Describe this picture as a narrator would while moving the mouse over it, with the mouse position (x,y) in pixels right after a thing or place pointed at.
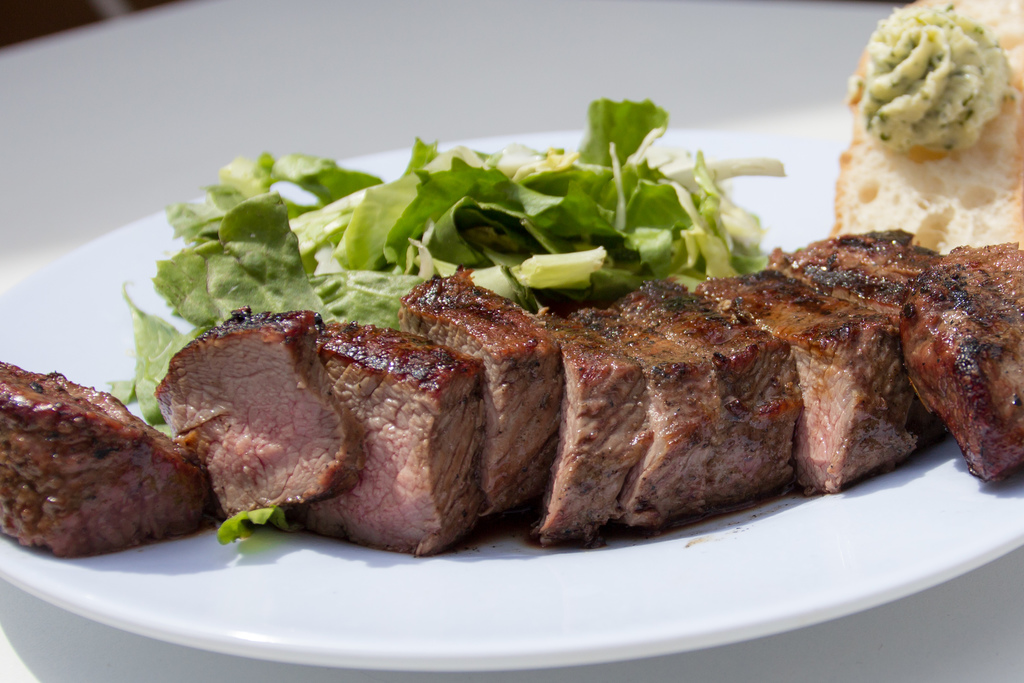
In this image we can see some food items (560,306) placed on white plate (272,537).
